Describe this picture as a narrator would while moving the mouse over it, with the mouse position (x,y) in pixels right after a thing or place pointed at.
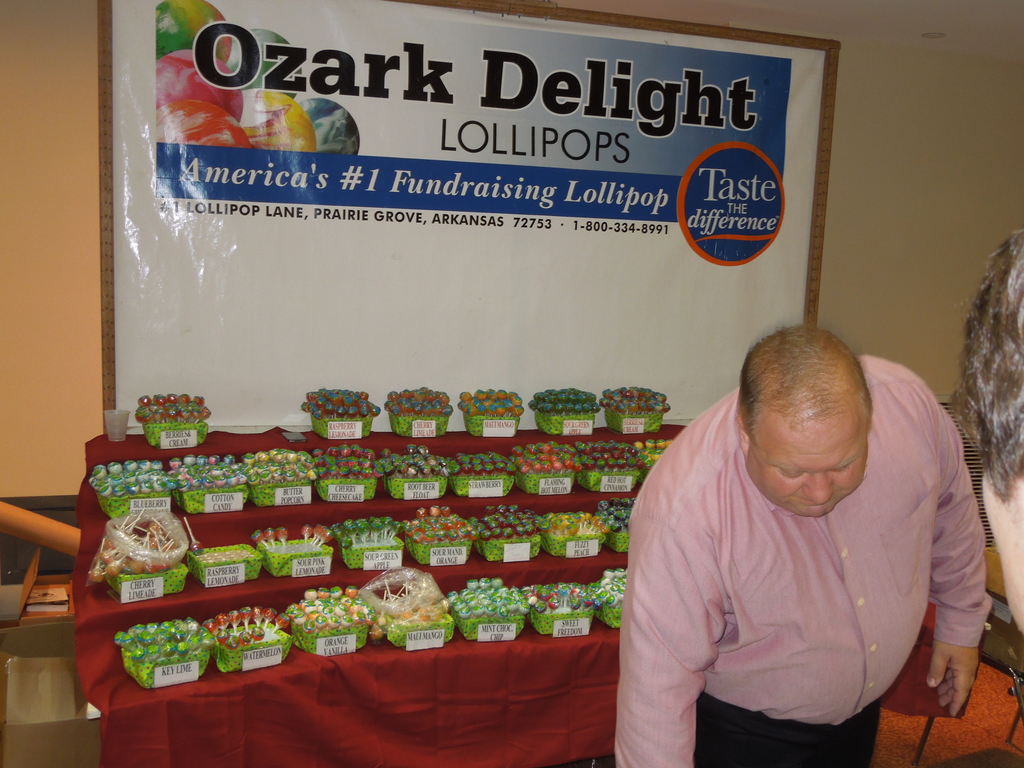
In this image there is a table (394,695) and we can see lollipop boxes (398,541) placed on the table (398,652). There is a man (789,622) standing. On the right (1023,471) we can see a person's face (990,486). In the background (970,218) there is a wall (86,194) and we can see a banner (442,168). There are some objects (68,549).
